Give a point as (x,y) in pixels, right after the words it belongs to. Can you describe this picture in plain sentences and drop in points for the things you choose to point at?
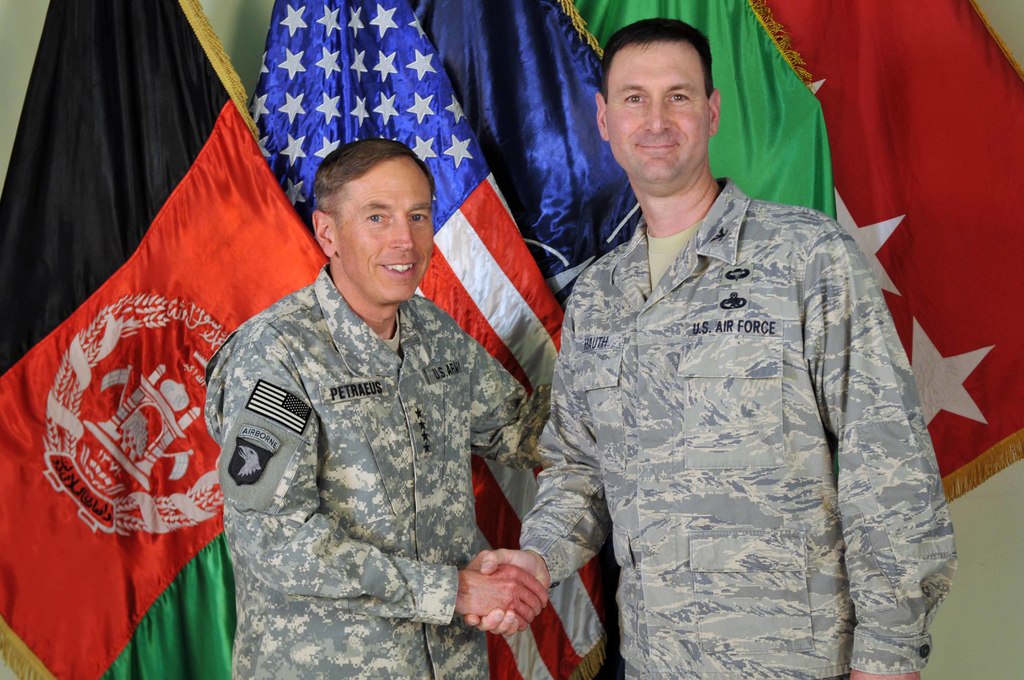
In the center of the image (538,425) we can see two persons (660,447) are standing and they are in different costumes (456,438). And we can see they are smiling and they are holding hands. In the background (454,221) there is a wall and flags (565,261).
